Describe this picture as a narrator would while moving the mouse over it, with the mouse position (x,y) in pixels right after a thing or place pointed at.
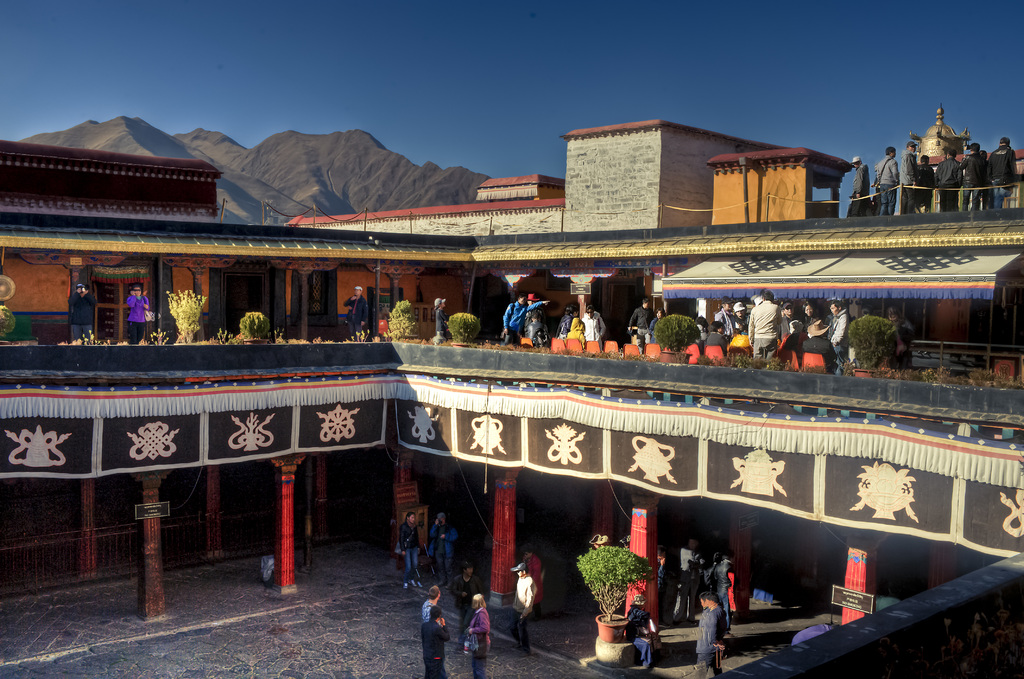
In this picture we can see a building (632,305) here, there are some people (564,330) standing here, we can see some plants (617,606) and a cloth (368,393) here, in the background (315,172) there is a hill (331,179), we can see pillars (293,535) here, there is a board (836,592) here, we can see sky (439,53) at the top of the picture (408,39).
